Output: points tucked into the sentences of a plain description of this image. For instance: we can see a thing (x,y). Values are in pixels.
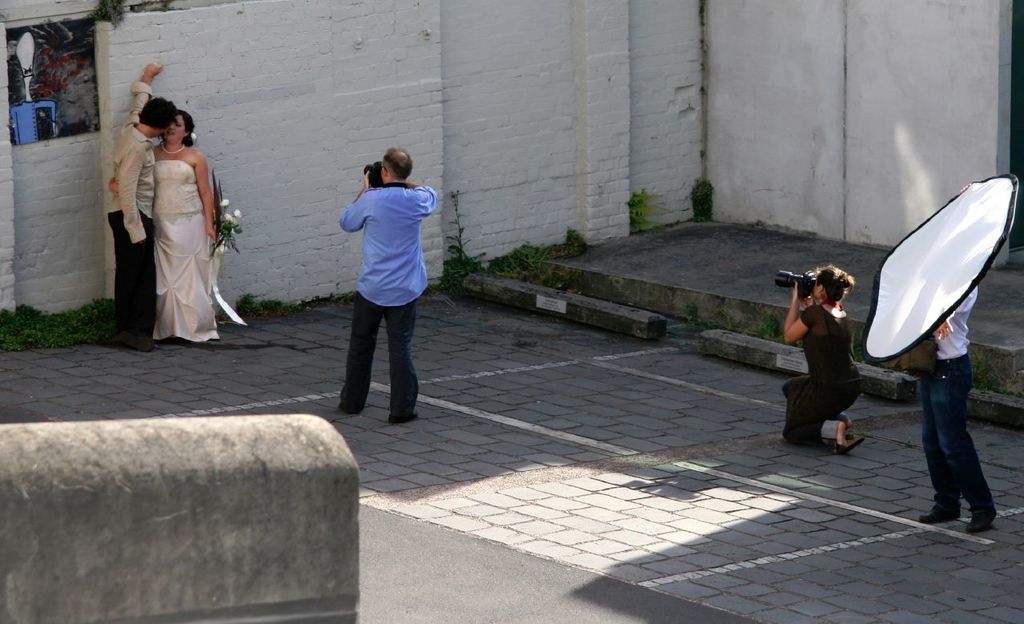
In this image I can see two people (151,338) standing beside the wall (317,35), in-front of them there are two people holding camera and one holding white sheet (1003,214).
